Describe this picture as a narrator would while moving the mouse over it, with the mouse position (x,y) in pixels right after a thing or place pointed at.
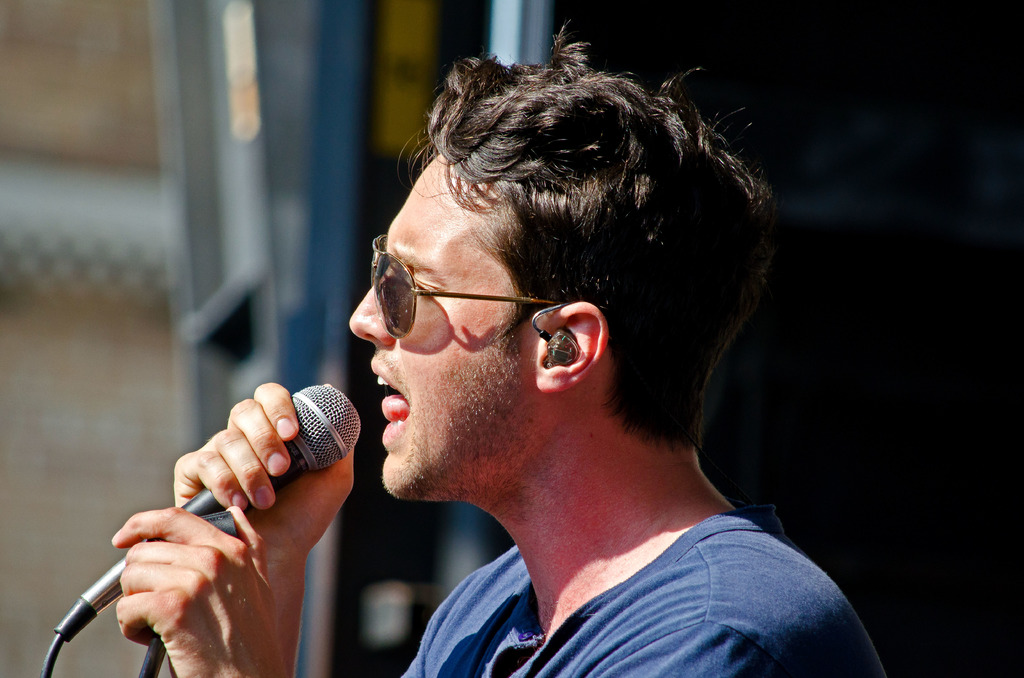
In this image, there is a person (634,120) holding a mike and talking and wearing a goggle (415,289) and blue color shirt (723,609). This image background is very blurry and partly dark in color.
